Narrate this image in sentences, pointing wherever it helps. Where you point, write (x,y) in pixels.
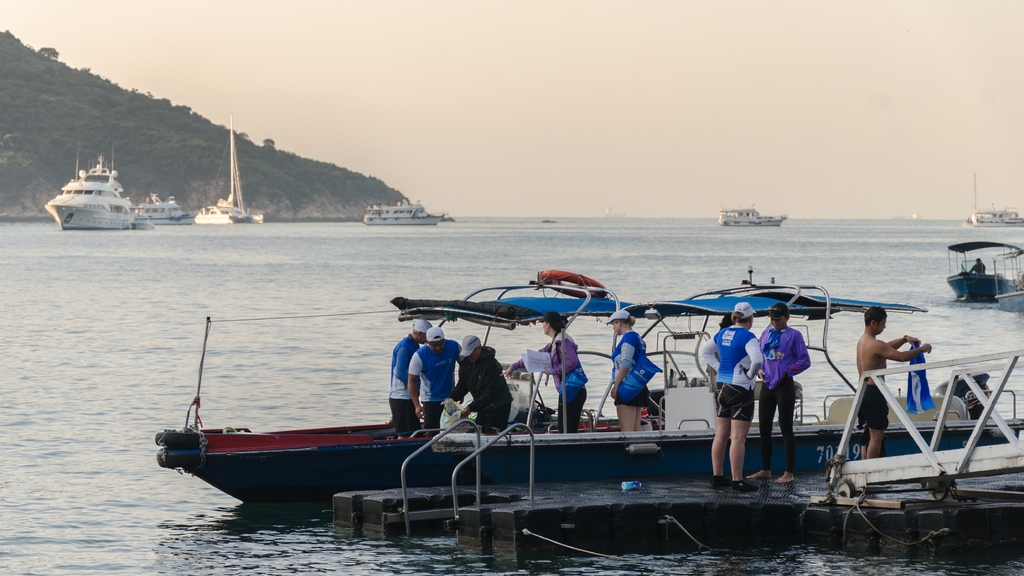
There are people (770,354) and we can see boats (962,263) above the water (122,297). In the background (603,196) we can see ships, trees (343,196) and sky (962,179).
